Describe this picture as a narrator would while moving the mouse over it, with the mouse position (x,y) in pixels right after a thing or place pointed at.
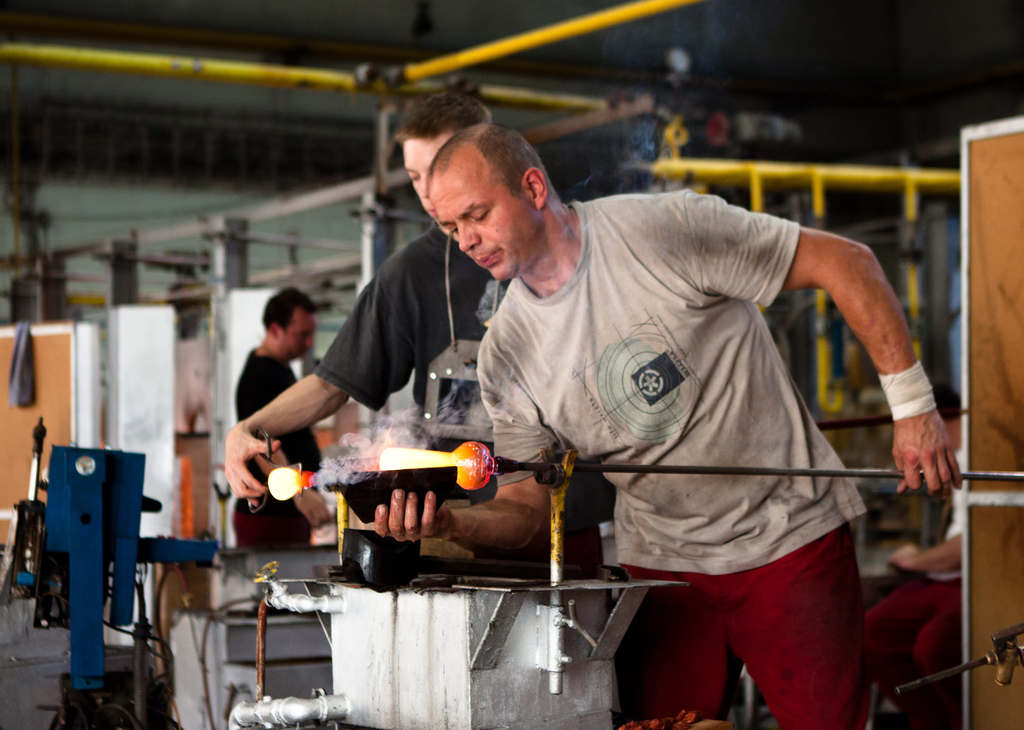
This picture is clicked inside. On the right (699,274) we can see the two persons (508,309) wearing t-shirts (671,341), holding some objects (380,498) and working and standing on the ground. On the left (266,651) there is a machine (114,490) and many other objects (149,433). In the background (254,375) we can see a person (274,330) standing on the ground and we can see the metal rods (215,63), roof (294,52) and many other objects (245,303).
